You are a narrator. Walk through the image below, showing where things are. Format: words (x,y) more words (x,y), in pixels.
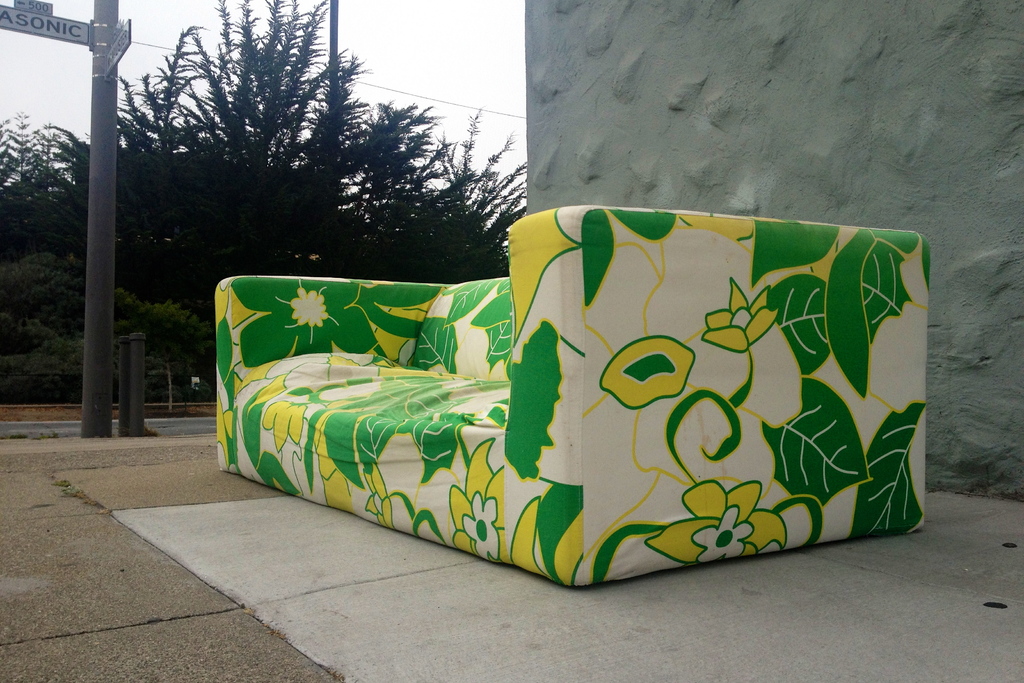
In this image In the middle (543,448) there is a beautiful sofa (490,398). In the background (425,73) there is a pole (93,221), wall (527,143), trees (400,143) and sky (428,45).
